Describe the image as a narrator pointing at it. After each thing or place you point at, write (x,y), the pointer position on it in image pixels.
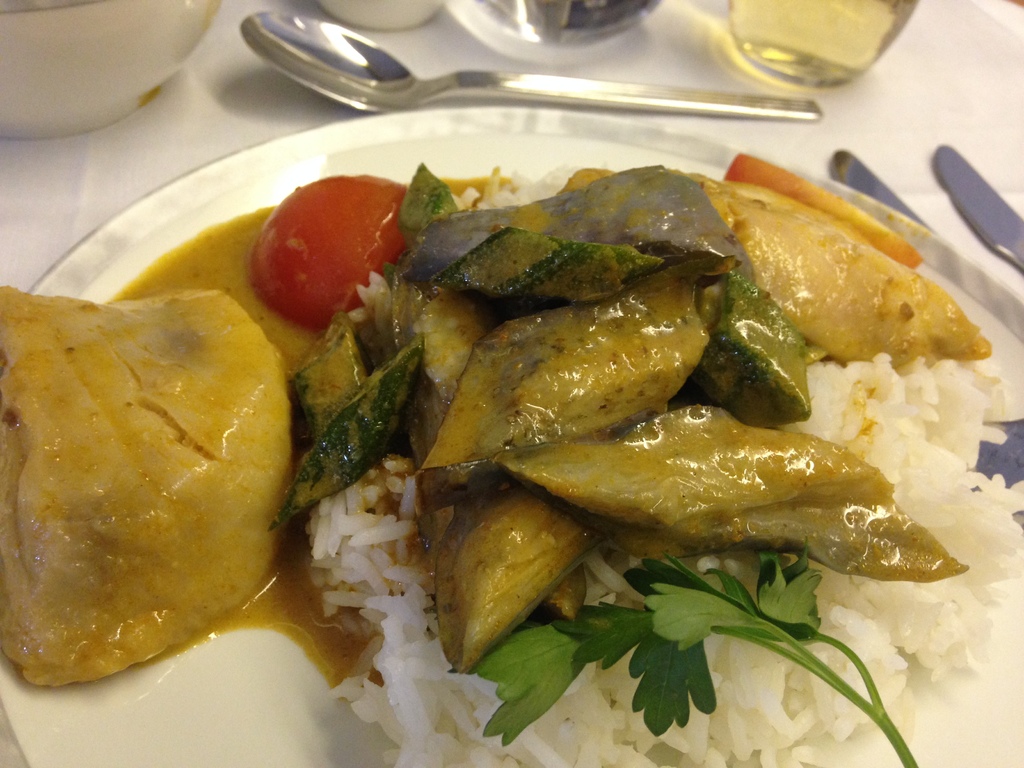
It is a zoomed in picture of a food (207,413) in a plate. In the background (62,69) we can see a bowl (117,63), spoon (325,66) and also glasses (833,25) on a white surface (913,86).
